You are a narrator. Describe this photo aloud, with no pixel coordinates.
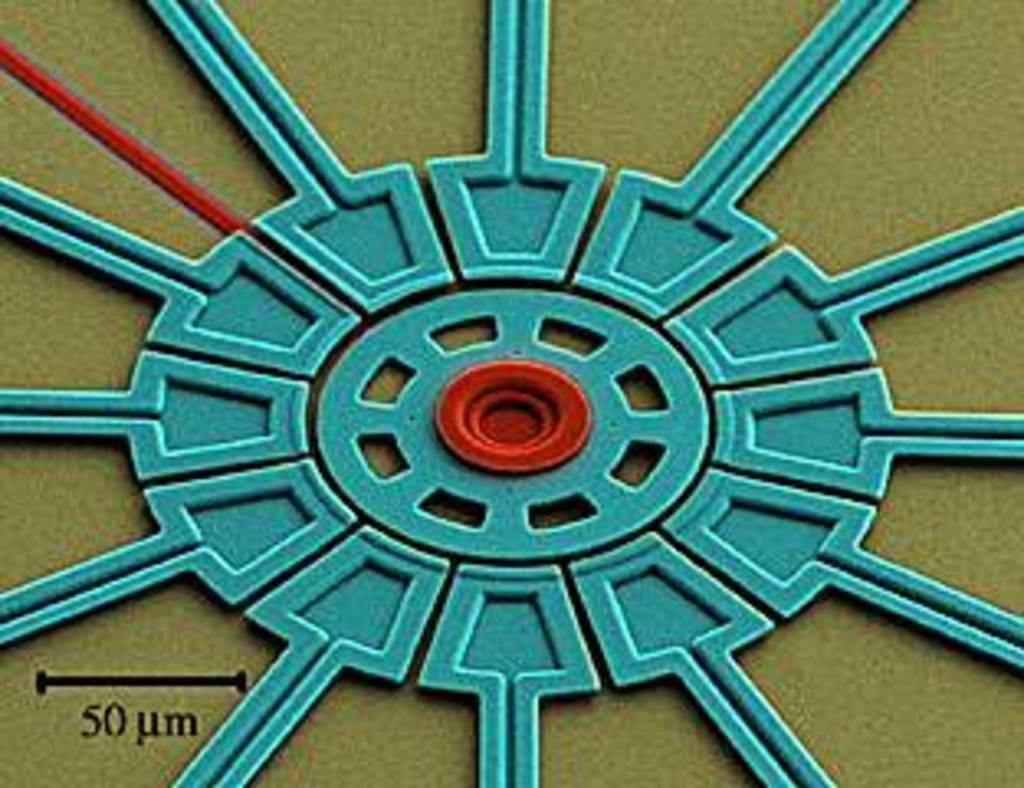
In this image we can see a colored microscope picture. On the bottom of the image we can see some text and numbers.
